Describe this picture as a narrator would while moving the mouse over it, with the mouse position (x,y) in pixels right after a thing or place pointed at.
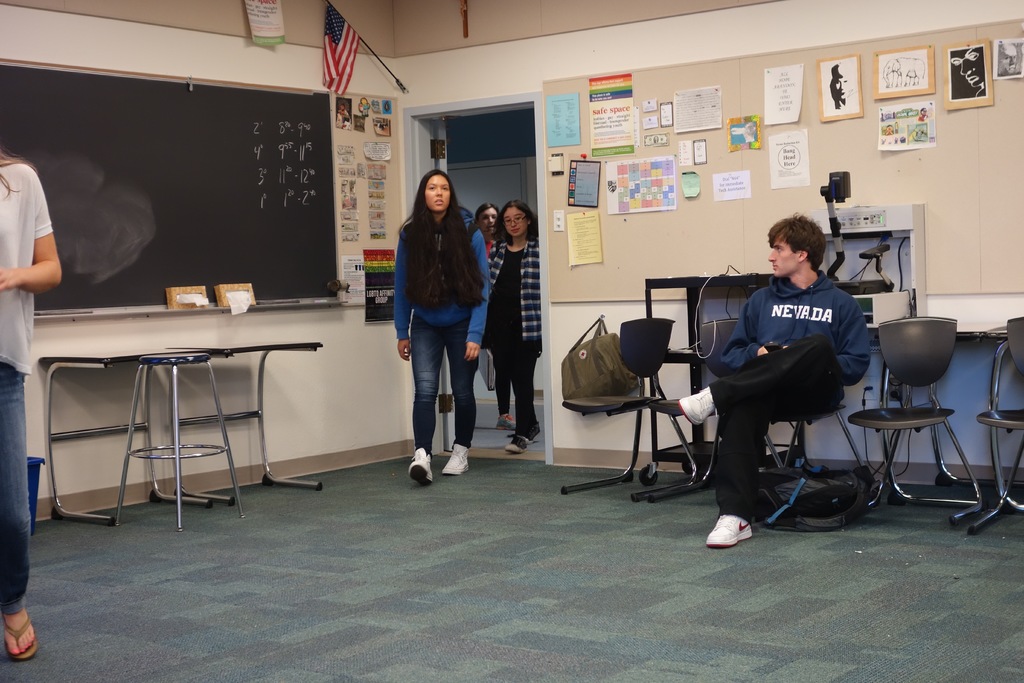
In this image i can see two women (468,294) walking at right (810,366) there is a man (813,383) sitting on a chair (809,423) and few other chairs (1005,419) at left (23,258) there is other woman (21,304) standing at the back ground (904,71) i can see few papers (686,123) and a frame (825,68) attached to a wall (668,234), a board (227,124), flag (348,48) and a wall (174,42).
